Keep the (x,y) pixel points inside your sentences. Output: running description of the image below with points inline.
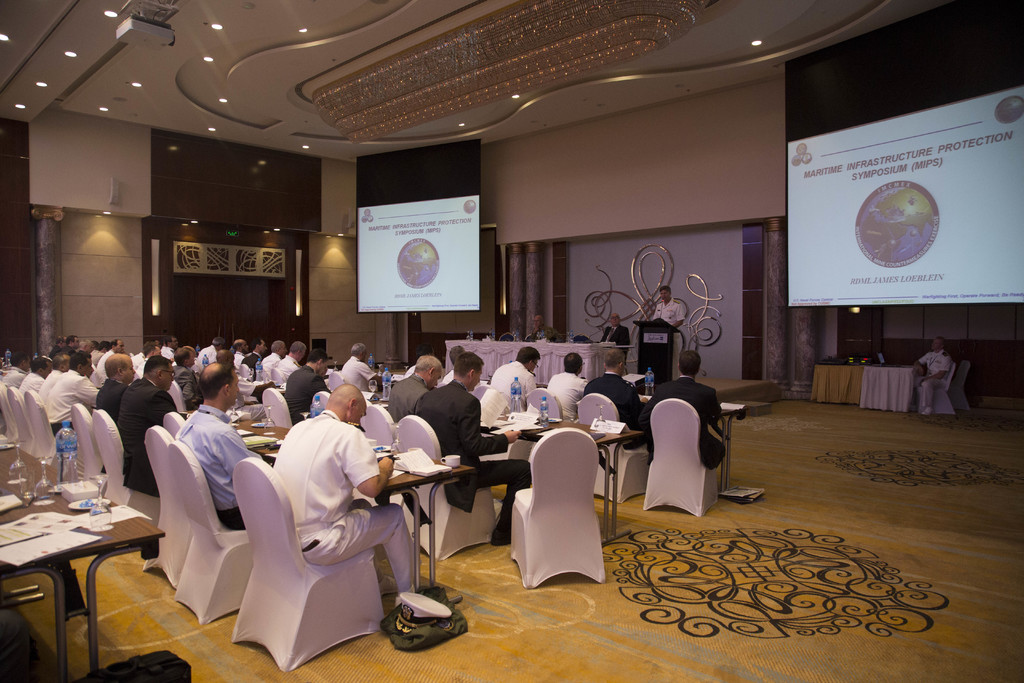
As we can see in the image there is a wall (575,179), two screens (404,289), few people (475,361) sitting on chairs (178,537) and there are tables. On tables (544,430) there are papers (510,415), bottles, glasses (266,423) and books (263,442).
